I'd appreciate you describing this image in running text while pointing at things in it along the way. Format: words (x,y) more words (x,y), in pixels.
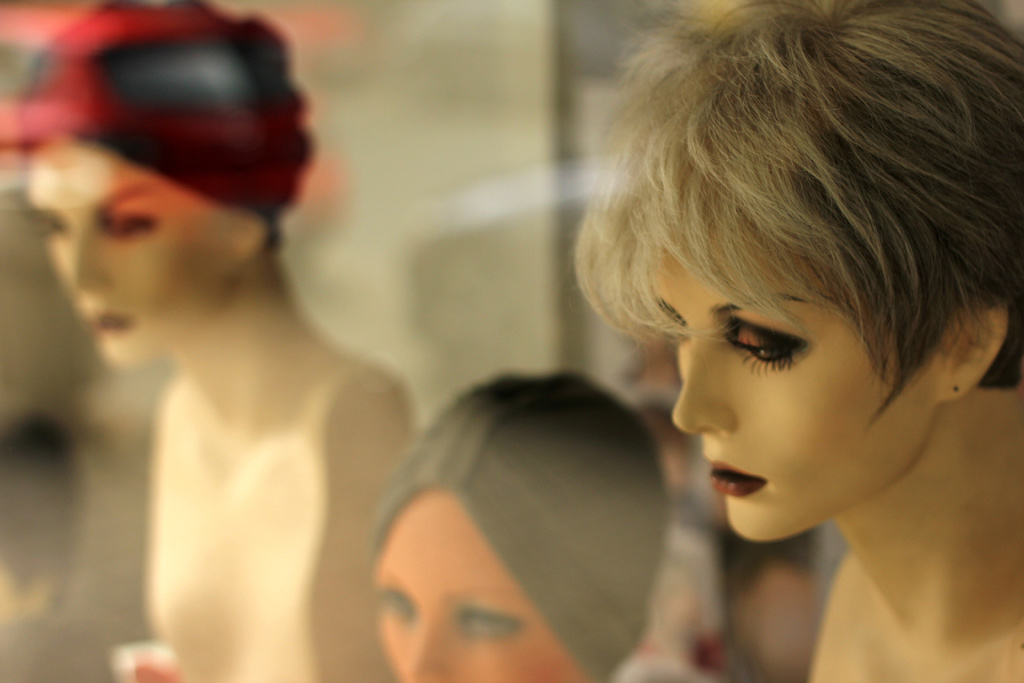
In this picture we can see a few female mannequins (97,220). Background (24,408) is blurry.
